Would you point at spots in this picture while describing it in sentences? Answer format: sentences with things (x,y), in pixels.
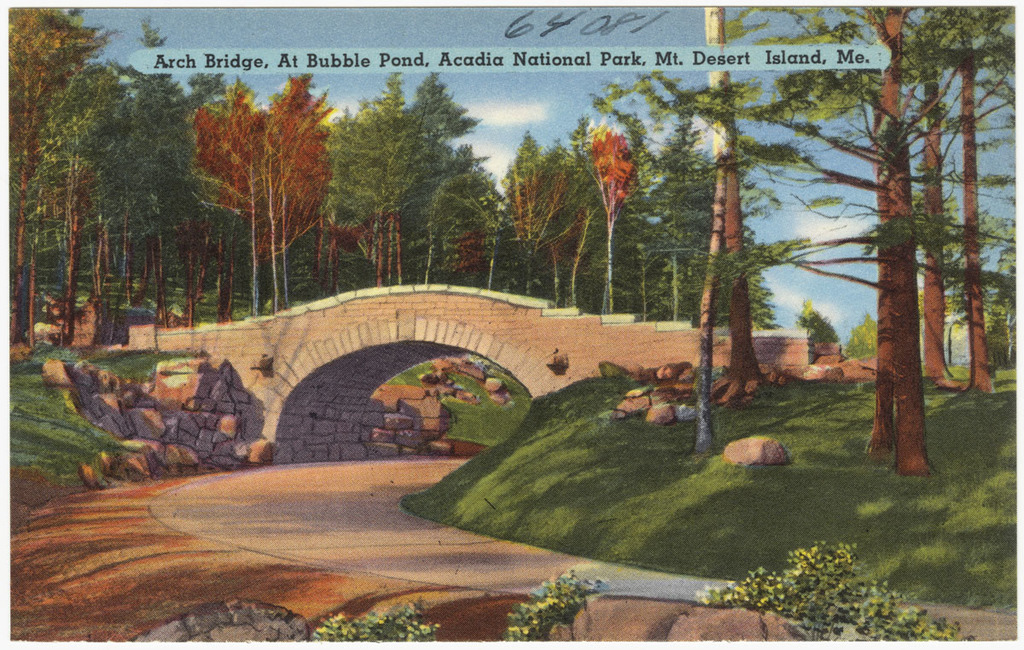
In this image there is a painting (414,352) with trees (360,243), bridge (359,341) and rocks (421,406), at the top of the image (194,53) there is a text (663,60) written.
